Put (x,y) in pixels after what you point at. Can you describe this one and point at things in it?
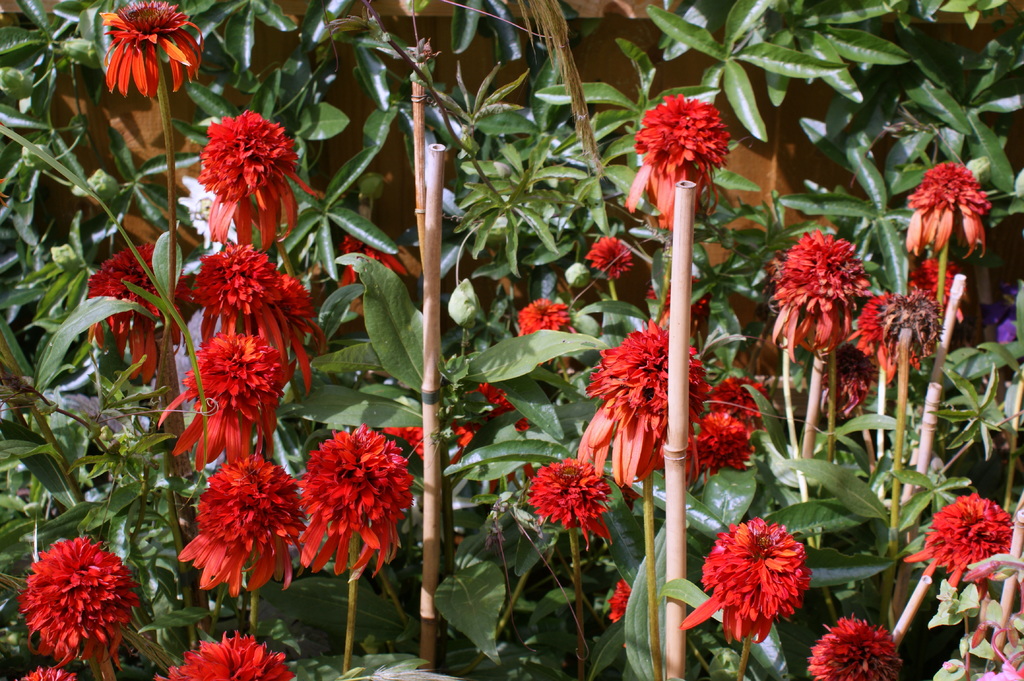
In this image we can see plants (541,358) with flowers (395,551). Also there are wooden sticks (802,452).
